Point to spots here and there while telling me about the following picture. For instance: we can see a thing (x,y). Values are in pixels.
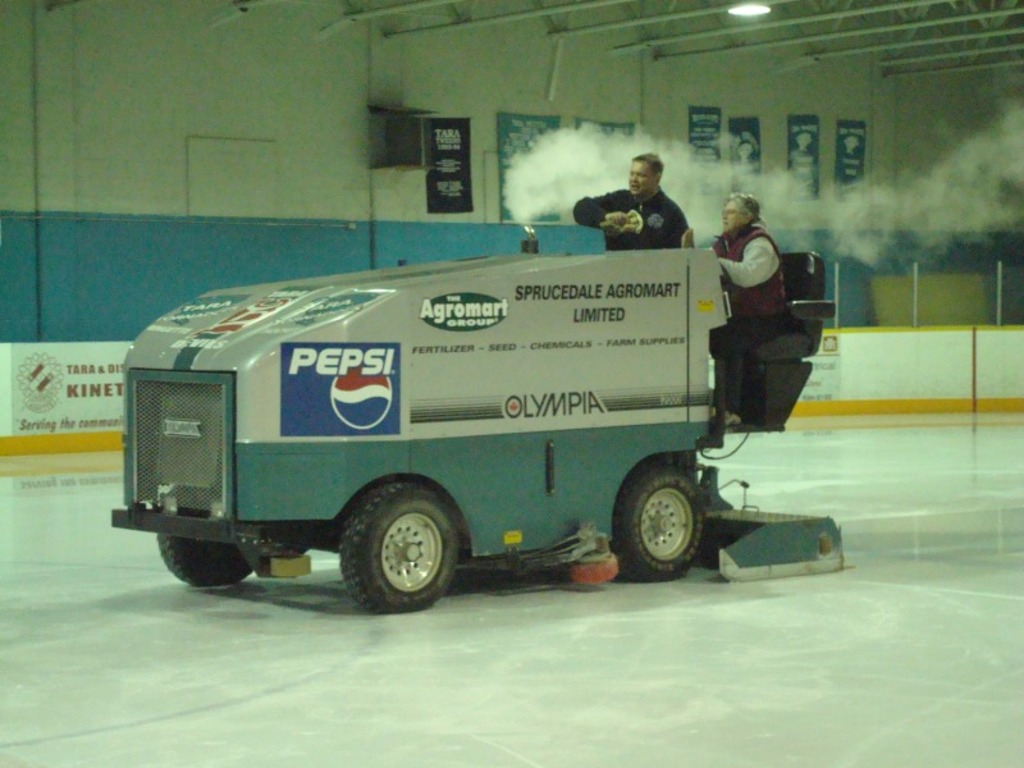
In this image we can see two persons (653,209) sitting in a vehicle (639,358) placed on the floor (215,628). In the background (67,380), we can see group of posters (738,161) with text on the wall (828,163), group of poles (744,43), lights (750,15), signboard (121,376) with some text (68,393) and logo (43,396).
